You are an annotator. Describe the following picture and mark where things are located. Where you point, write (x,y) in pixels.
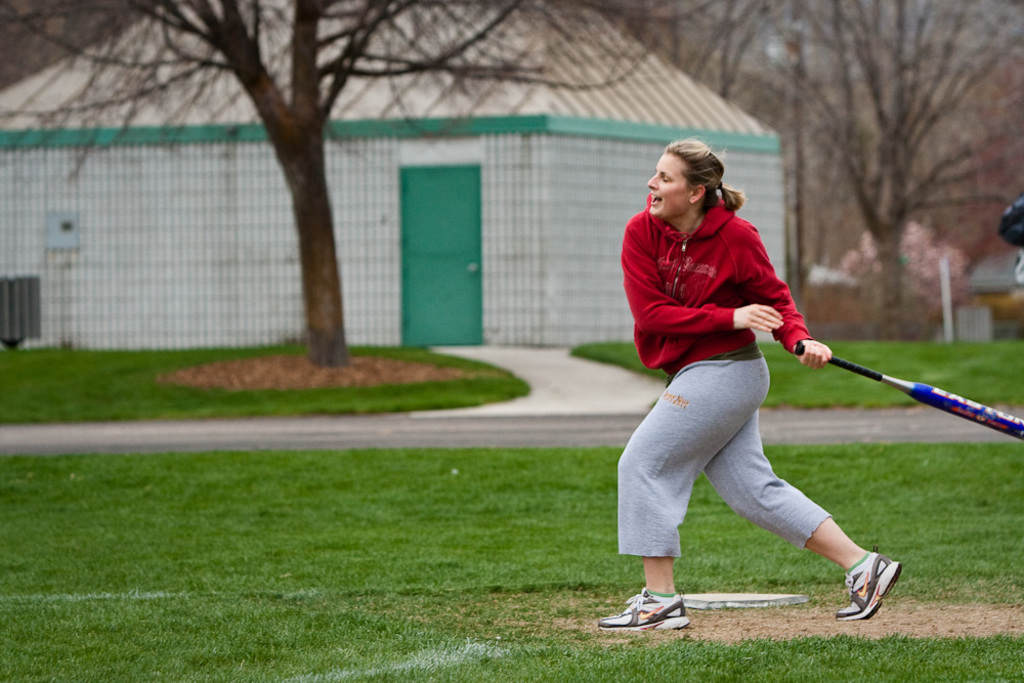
In this picture I can see the grass (51,409), on which I can see a woman (694,345) who is standing and holding a bat (967,409). In the background (441,146) I can see a building (282,206), few trees (8,44) and the path (482,435).
